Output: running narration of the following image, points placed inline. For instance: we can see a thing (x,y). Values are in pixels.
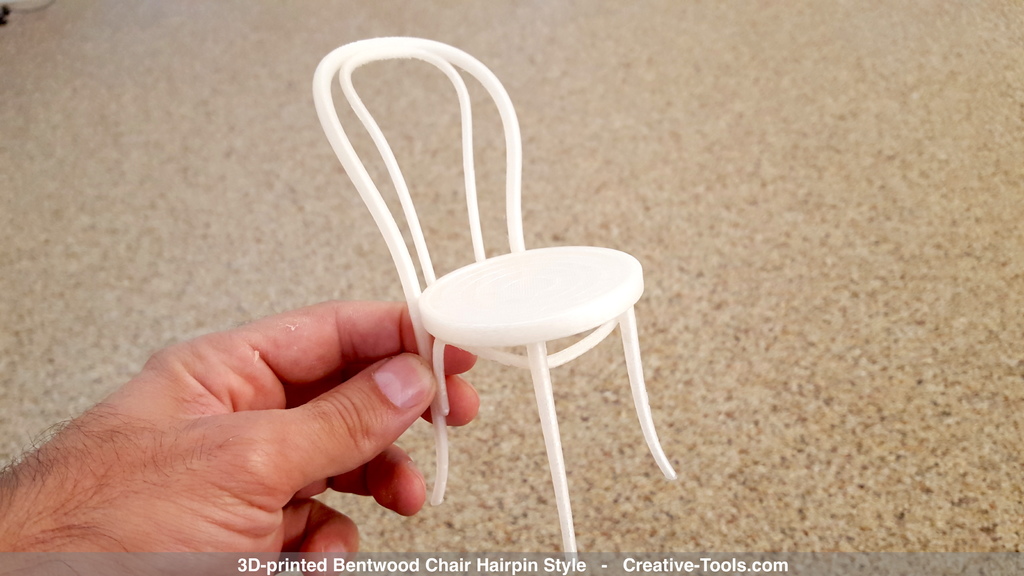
In this picture, we see the hand (296,439) of the man (307,436) holding a white color toy chair (477,336). In the background (246,233), we see the floor (322,224). At the bottom of the picture (365,568), we see some text (568,570) written.
